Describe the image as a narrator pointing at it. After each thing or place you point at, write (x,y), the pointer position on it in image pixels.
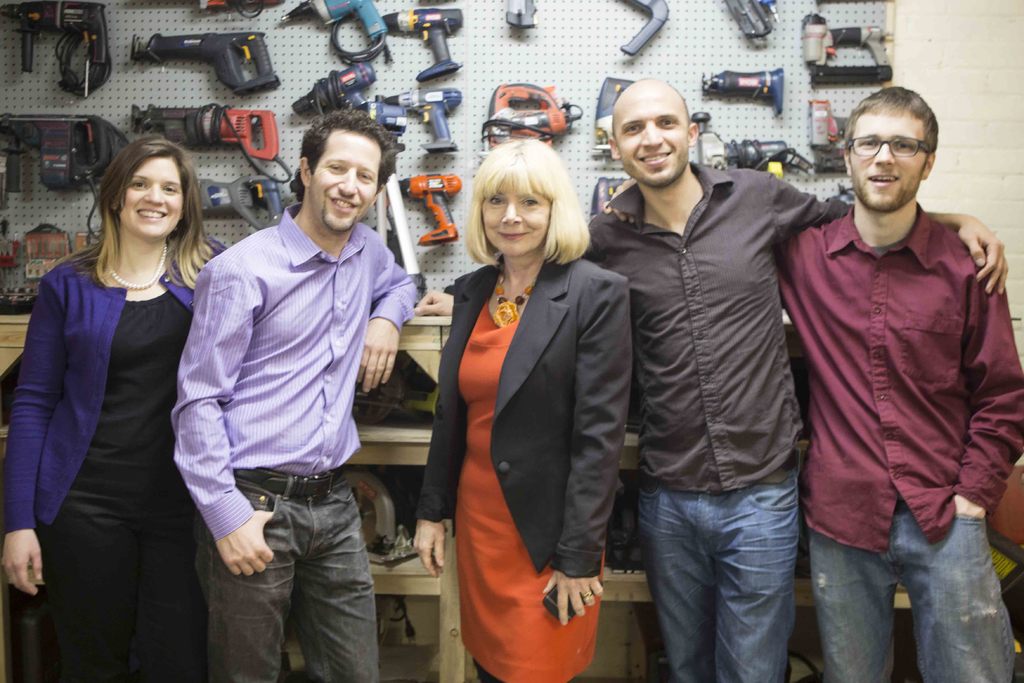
In this image I can see there are two women (483,328) and three men (638,291) are standing and at the back (546,109) there are some tools (388,123) on the wall (177,10).
